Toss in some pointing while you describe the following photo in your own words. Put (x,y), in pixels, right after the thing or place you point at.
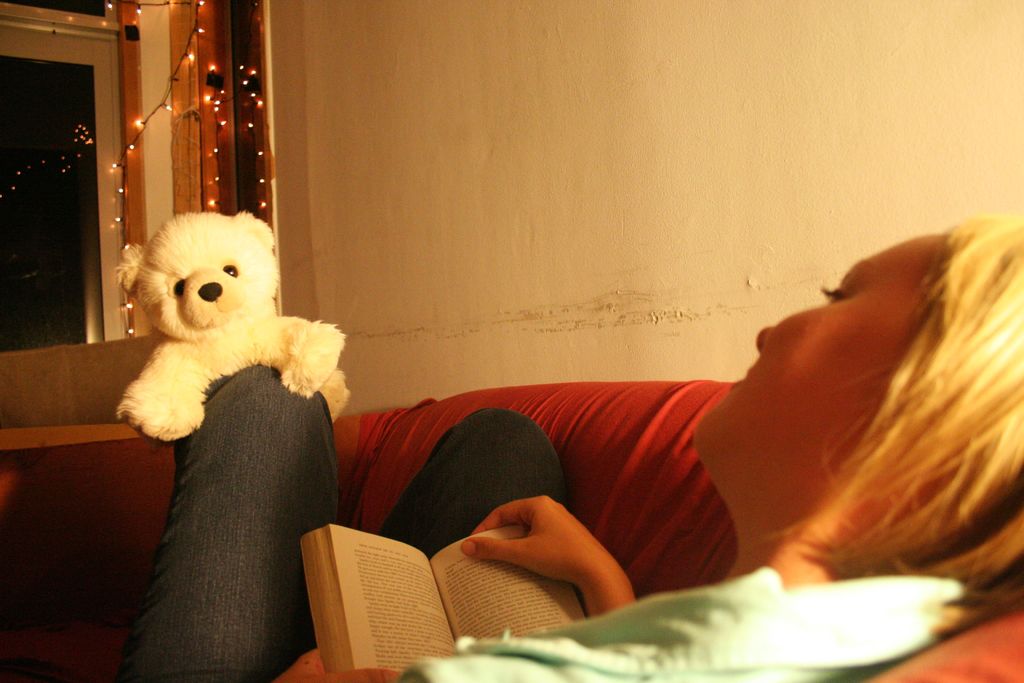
At the bottom of this image (843,546), there is a woman (879,546), lying on a sofa (683,583), holding a book (501,575) and watching a white color doll (308,366), which is on her leg (242,374). In the background (250,99), there are lights (245,81) arranged, there is a window (73,186) and a wall (716,160).
